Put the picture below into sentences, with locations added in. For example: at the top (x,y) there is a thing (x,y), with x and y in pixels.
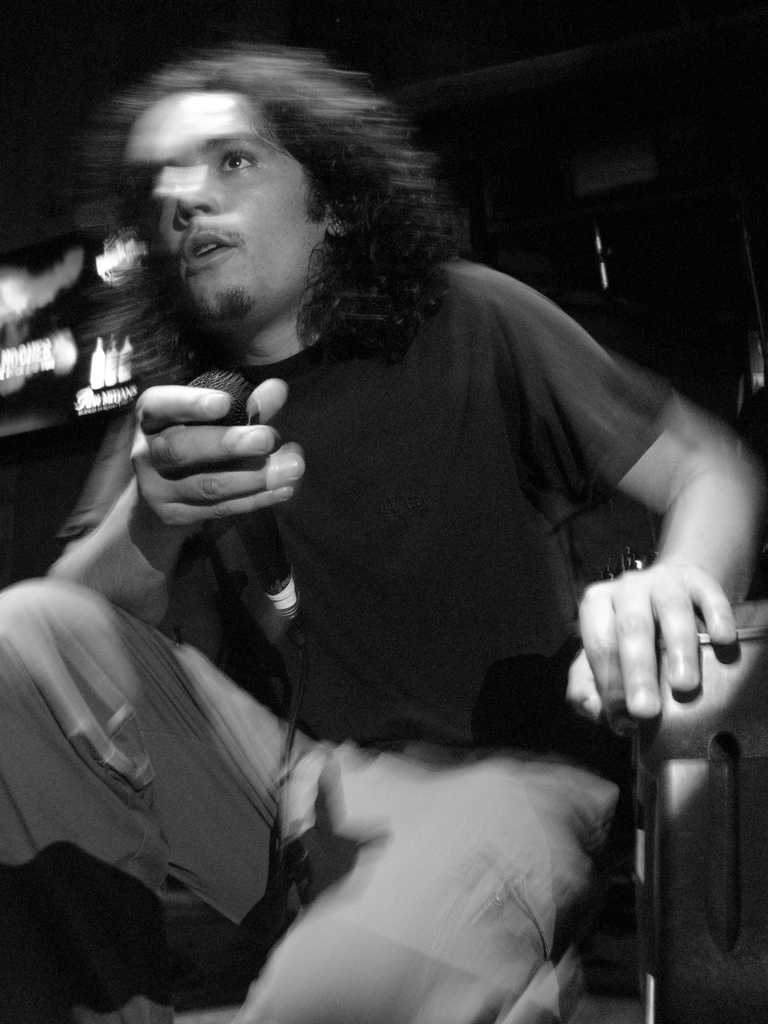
In this image there is a person (409,407) sitting on the chair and holding a mike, and there is blur background (19,84).
